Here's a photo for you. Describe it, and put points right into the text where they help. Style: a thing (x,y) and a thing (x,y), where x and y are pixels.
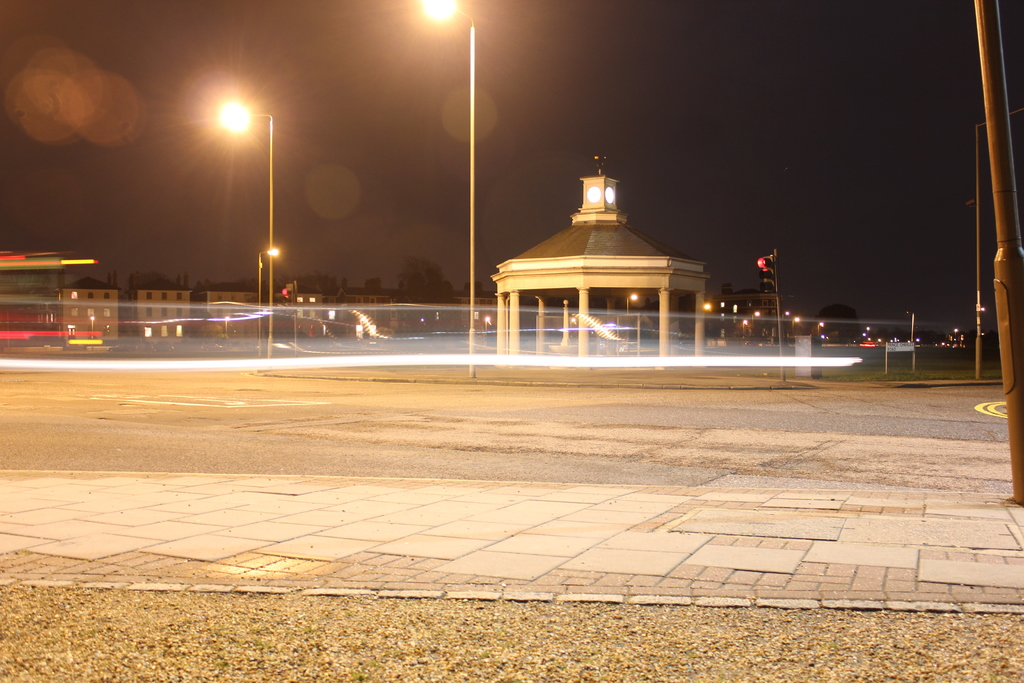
In the foreground of this image (677,610), there is path (503,542) and the gravel (496,636). On the right (1001,305), there is a pole (1001,258). In the background (506,298), there are buildings (736,335), trees (441,283), poles (469,289), a shelter (576,291), few lights (285,293) and the dark sky (756,109).
